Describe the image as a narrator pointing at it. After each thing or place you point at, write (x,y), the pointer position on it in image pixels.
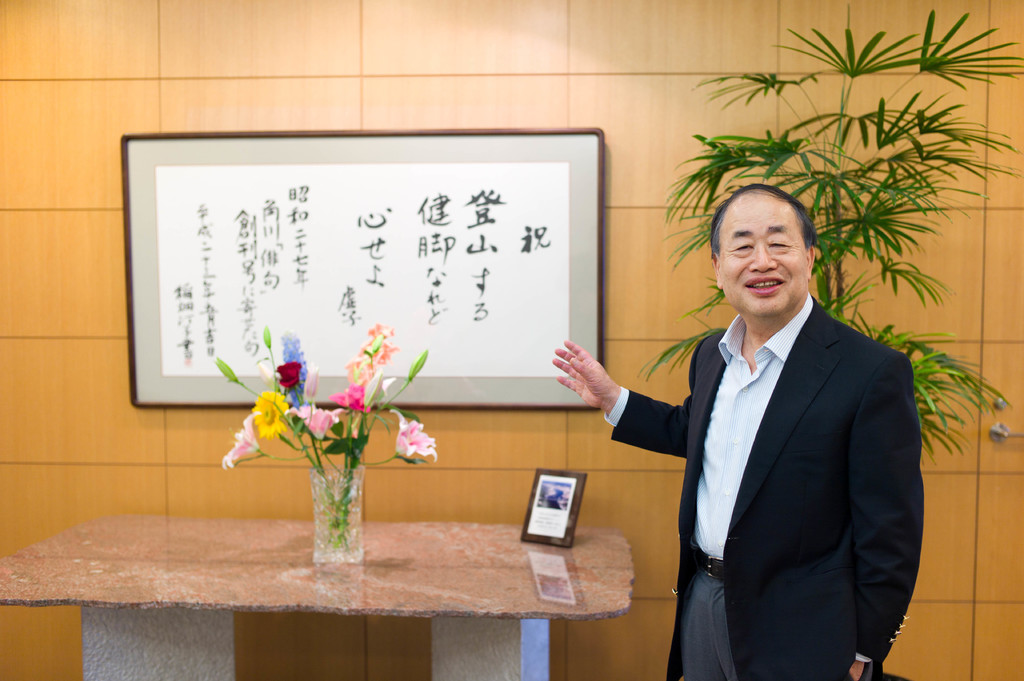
In the image there is a guy (801,333) stood right side corner he is showing a photo frame (432,324) on which it was written on Japanese script (470,252) and in front there is a flower vase (360,539) on a table (297,577) and a photo frame (562,524) beside it backside of him there is a plant (872,224).
